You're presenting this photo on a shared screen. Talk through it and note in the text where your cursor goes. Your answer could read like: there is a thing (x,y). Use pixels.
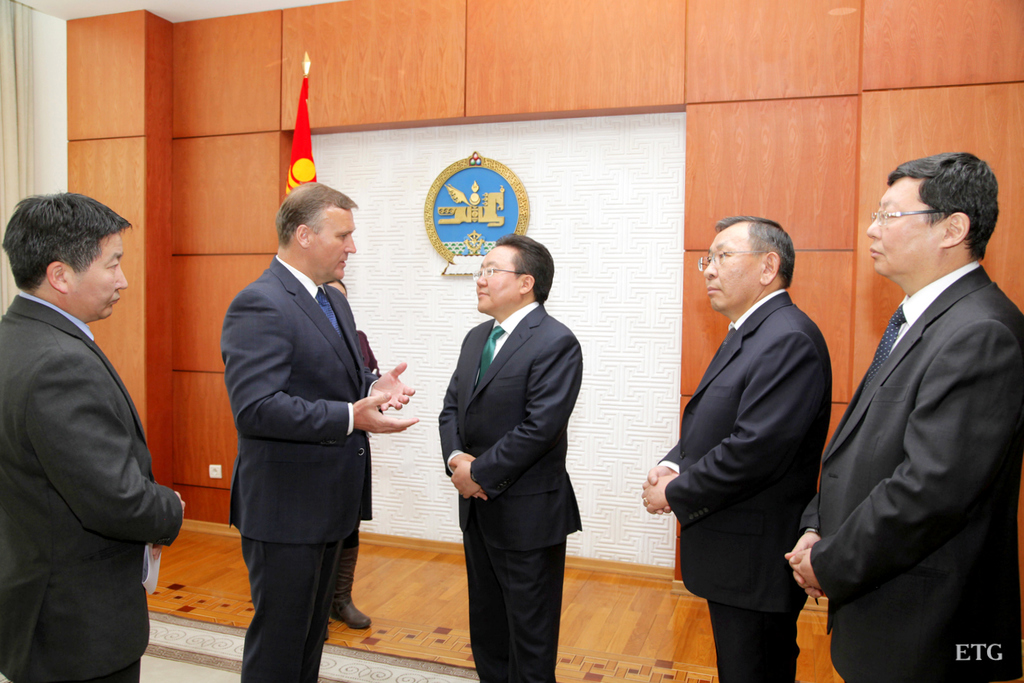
There are people (100,436) standing. Background (251,165) we can see wall (275,164), curtain (25,68), flag (305,125) and logo (499,180) on white surface (530,166).
